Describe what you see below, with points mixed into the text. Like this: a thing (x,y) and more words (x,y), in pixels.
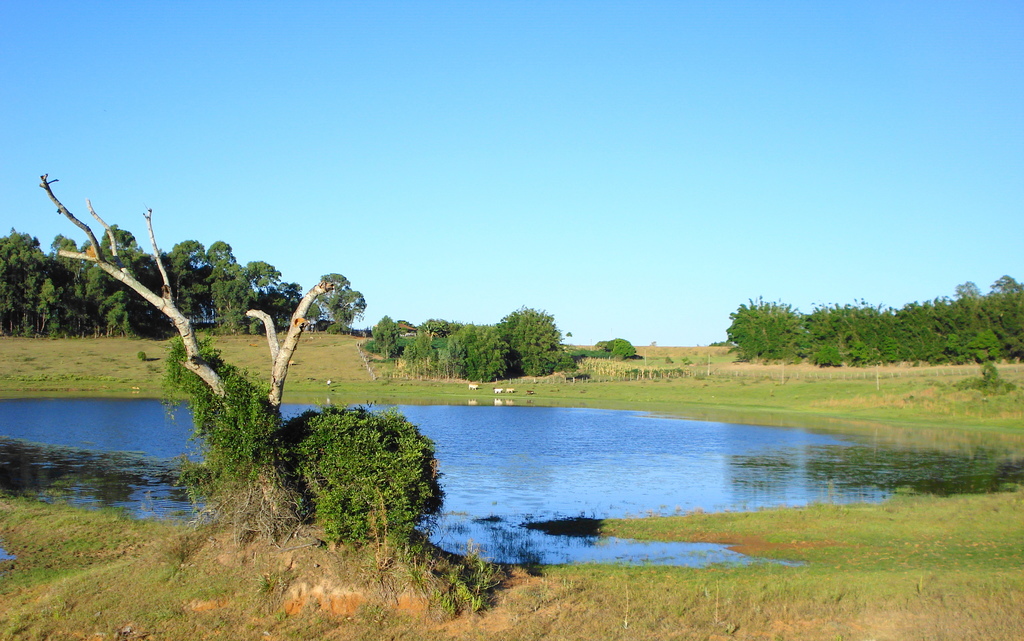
In this picture we can see grass (780,600) at the bottom (805,612), there is water (508,463) in the middle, in the background (448,331) there are some trees (206,330), we can see the sky (443,244) at the top of the picture (545,98), they are looking like animals (497,388) in the background (471,384).
